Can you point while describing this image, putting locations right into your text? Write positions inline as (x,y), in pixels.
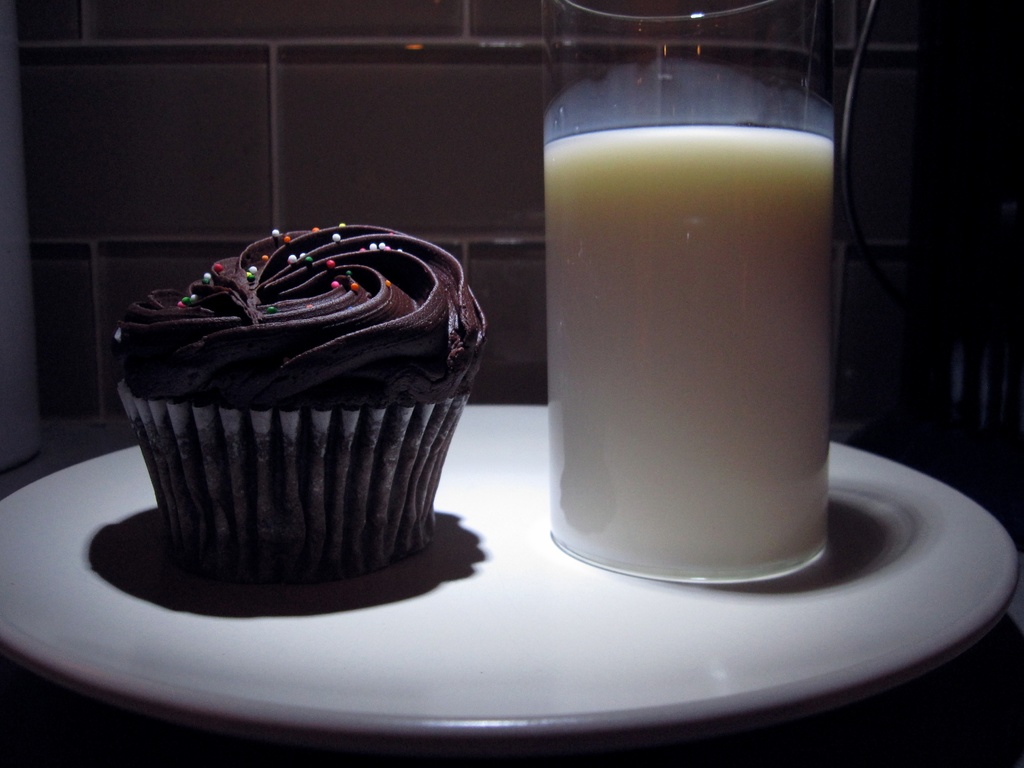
Here I can see a glass (705,344) which consists of milk (689,395) and a cupcake (284,404) are placed on a plate (328,632). In the background (222,162) there is a wall (176,160).
